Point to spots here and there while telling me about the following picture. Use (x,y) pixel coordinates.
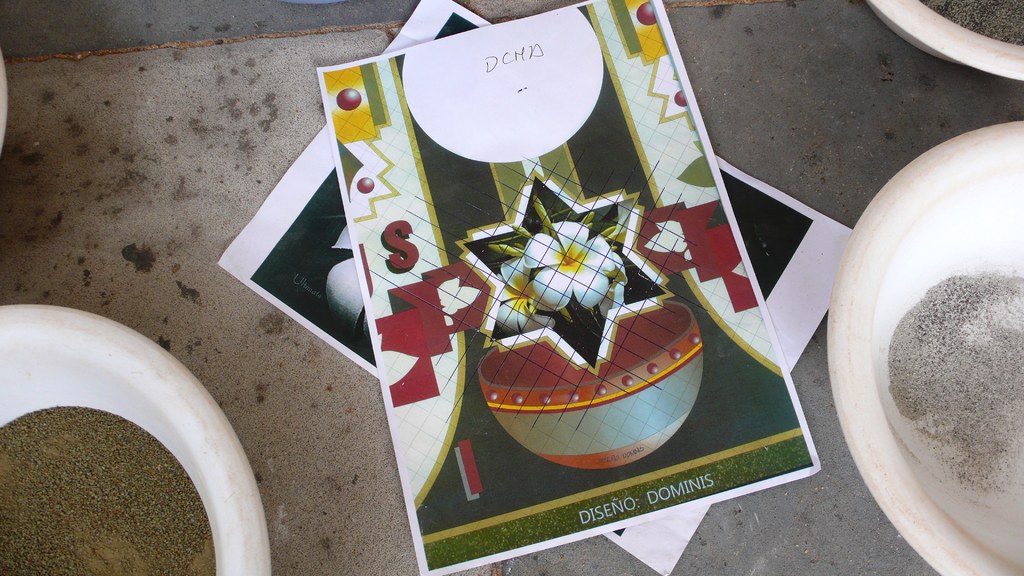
Here we can see posters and bowls (999,523) on the surface (233,192).
